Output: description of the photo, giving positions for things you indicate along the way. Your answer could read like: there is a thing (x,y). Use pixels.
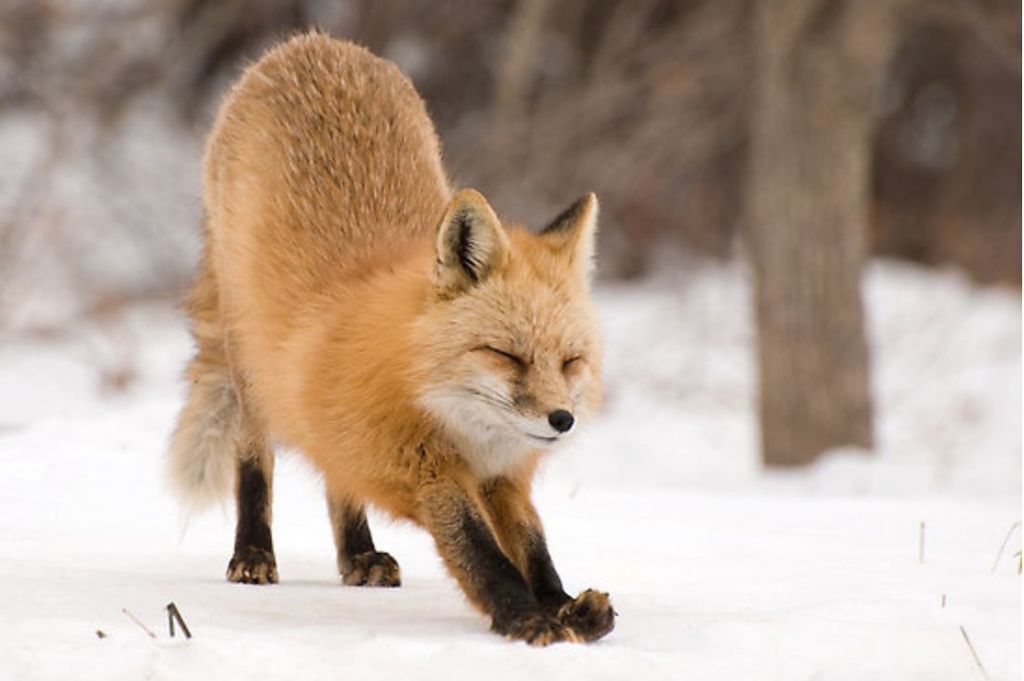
In this image I can see it looks like a fox (404,285) on the snow (867,636). It is in brown color.
